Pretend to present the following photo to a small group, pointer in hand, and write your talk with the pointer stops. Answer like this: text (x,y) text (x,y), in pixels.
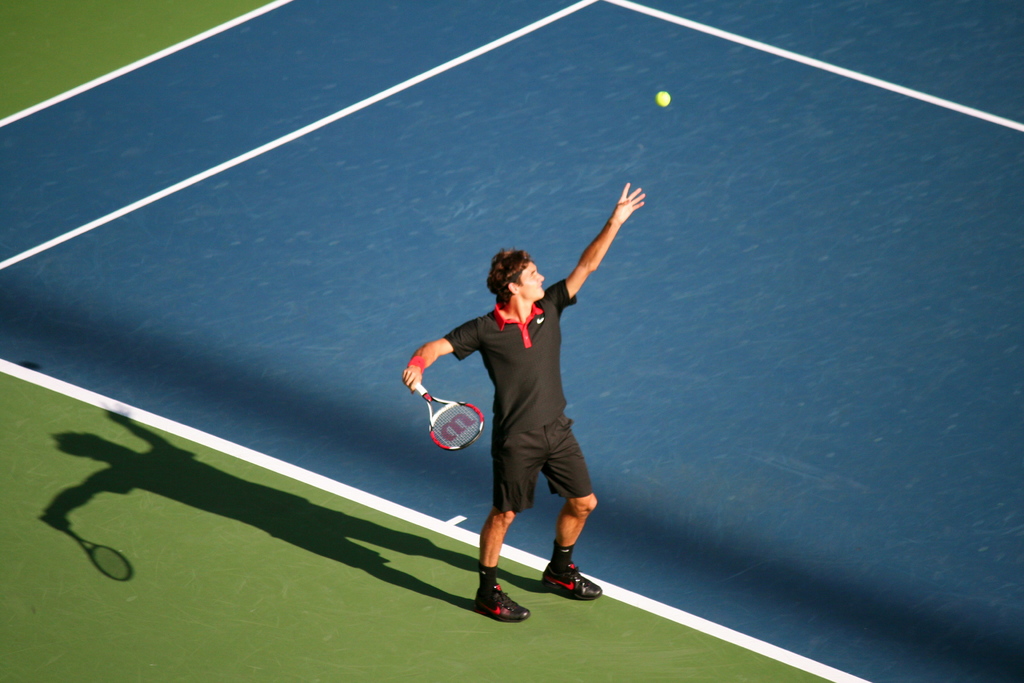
In this image there is a tennis player (536,390) standing on the ground (535,546) by holding the tennis racket (439,420). In front of him there is a ball (667,97) in the air (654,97). At the bottom (180,508) there is tennis court (195,488).
